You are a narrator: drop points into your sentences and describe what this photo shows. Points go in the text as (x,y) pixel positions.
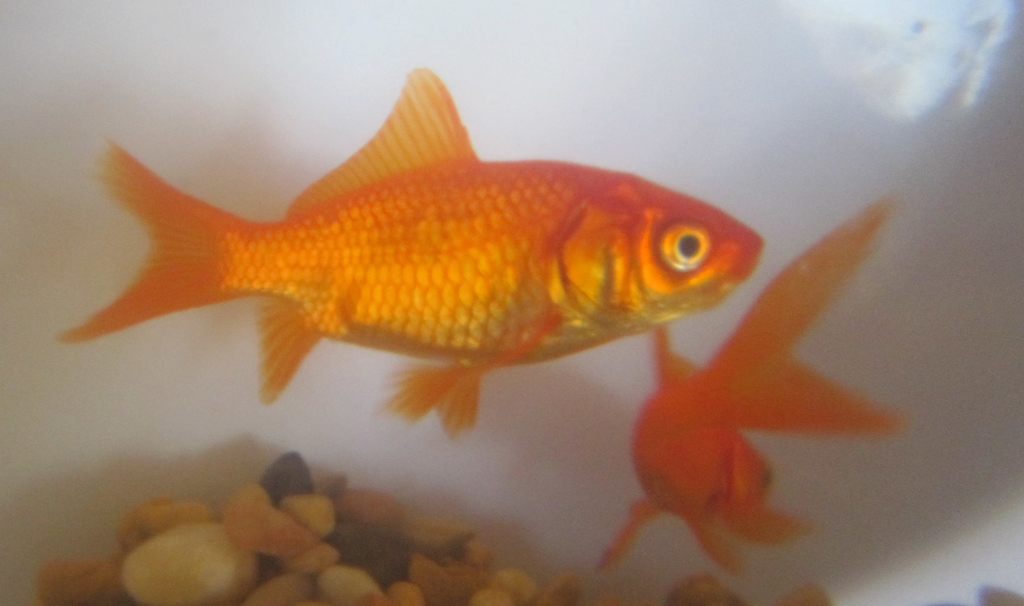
In this image, I can see two gold fishes (473,317) moving in the water (628,118). These are the rocks (269,541).
